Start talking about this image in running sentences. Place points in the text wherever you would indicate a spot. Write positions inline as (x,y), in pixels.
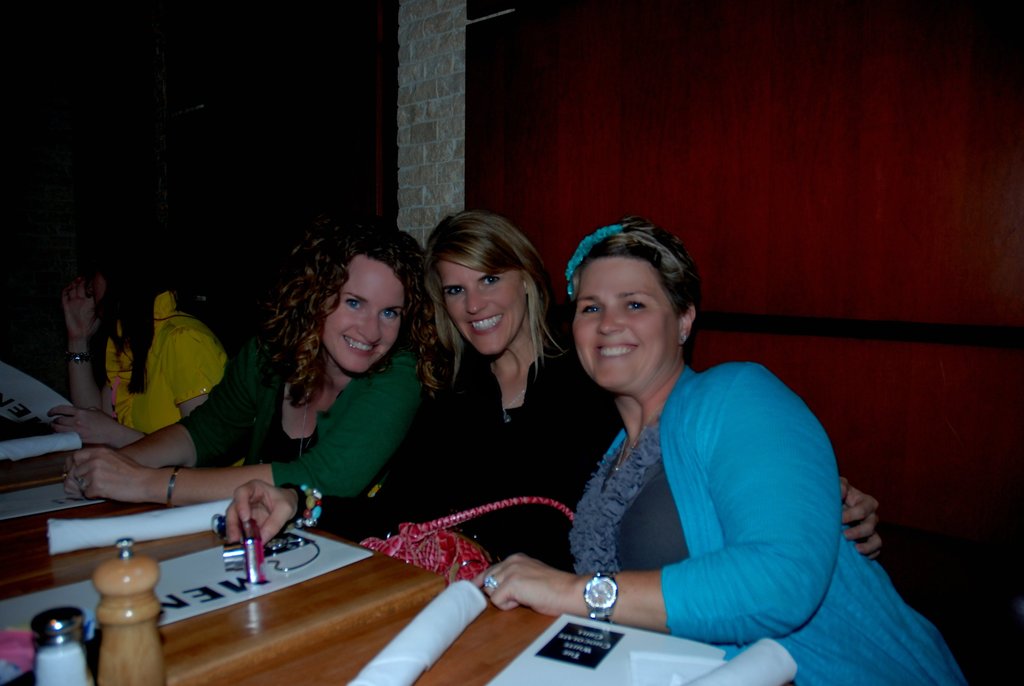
There are four ladies (333,354). In that black color dress wearing lady (504,446) is holding a bag (419,541) and a camera (235,560) in her hand (252,518). Three of them are smiling. Blue color dress wearing lady (693,576) is having a watch (596,591) and hair band (585,241) on her head (616,298). In the background (595,111) it is red color. And there is a table (286,633). On the table (379,612) there are some papers (597,658) and bottles (130,599).
